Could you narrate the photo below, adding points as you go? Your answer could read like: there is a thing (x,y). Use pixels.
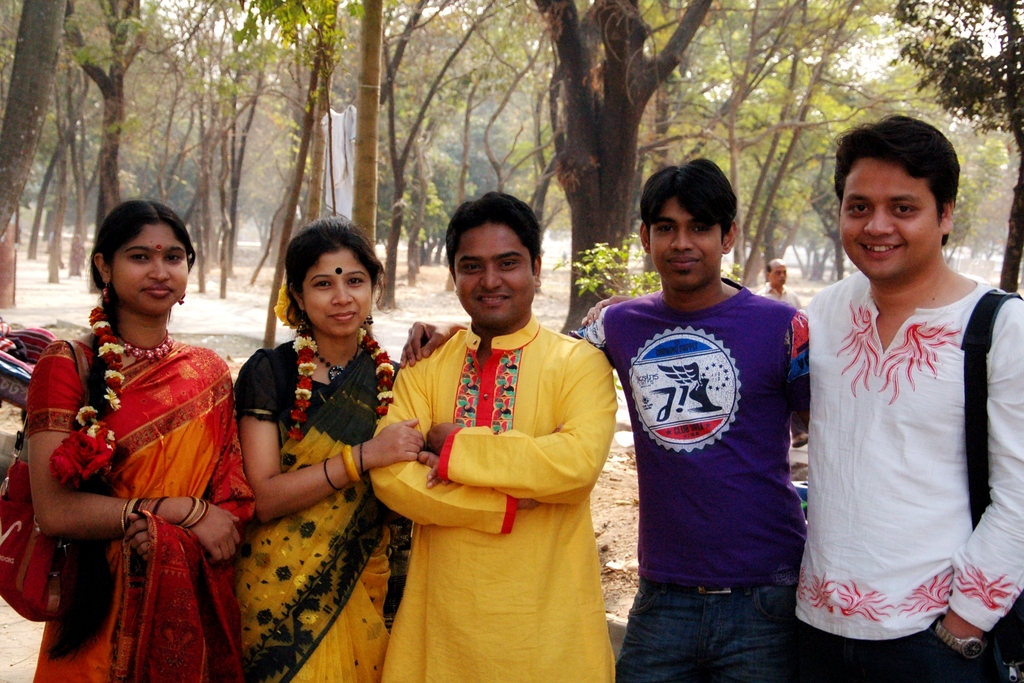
In this image I can see 3 men (475,415) and 2 women (197,436) are standing. These women (293,453) are wearing sarees (226,493). In the background (778,276) I can see trees (394,234), a person (783,289) and the sky (855,68).
